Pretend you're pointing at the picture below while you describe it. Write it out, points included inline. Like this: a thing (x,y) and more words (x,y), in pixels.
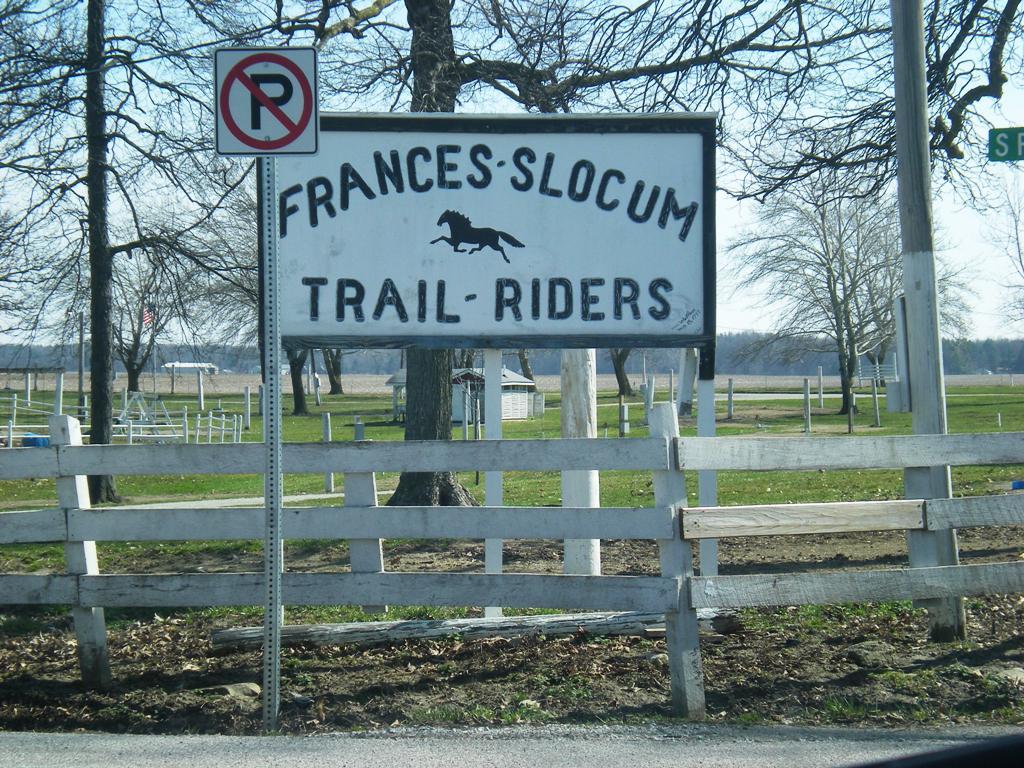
In this image we can see one small house (506,379), one road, two name boards (432,242), one stick (436,620), some objects (876,363) are on the surface (501,640), one pole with sign board (261,120), so many trees (63,358) and some grass (560,473) on the ground (162,553). There is a fence (53,464) around the ground (32,417) and at the top (502,54) there is the sky (477,97).
